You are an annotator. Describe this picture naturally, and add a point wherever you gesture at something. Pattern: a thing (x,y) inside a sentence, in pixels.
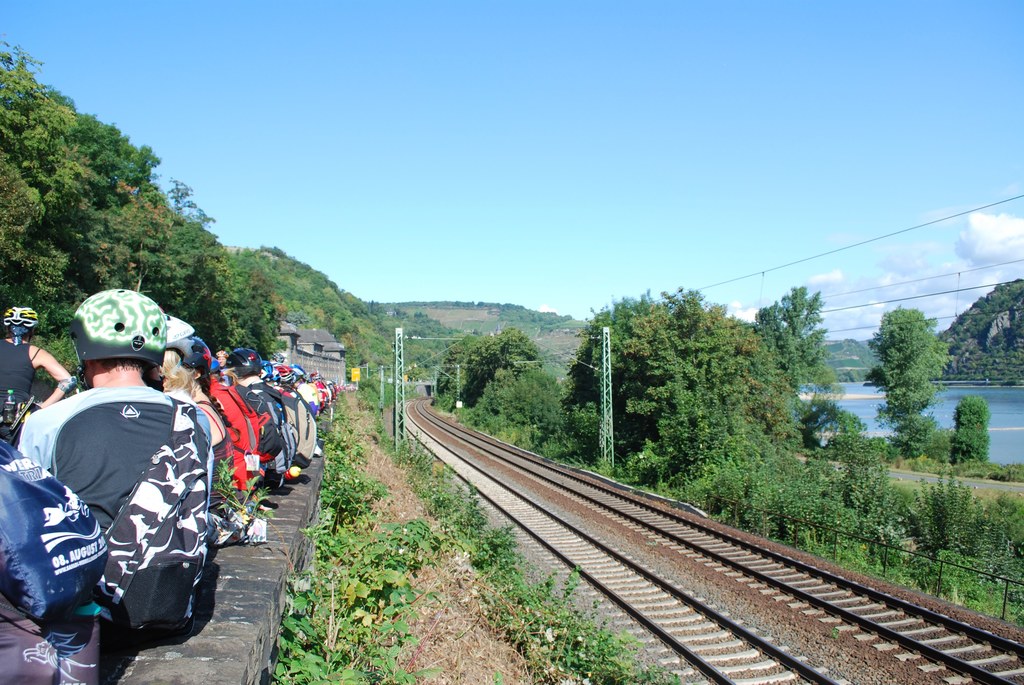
In this picture I can see trees (560,427) and building (326,355) and couple of railway tracks (730,646) and hills (990,295) and I can see water (995,419) and few people (178,413) seated on the wall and few of them wore caps (263,361) on their heads (172,367) and few plants (345,514) and couple of poles (404,369) and a blue cloudy Sky (803,251).
